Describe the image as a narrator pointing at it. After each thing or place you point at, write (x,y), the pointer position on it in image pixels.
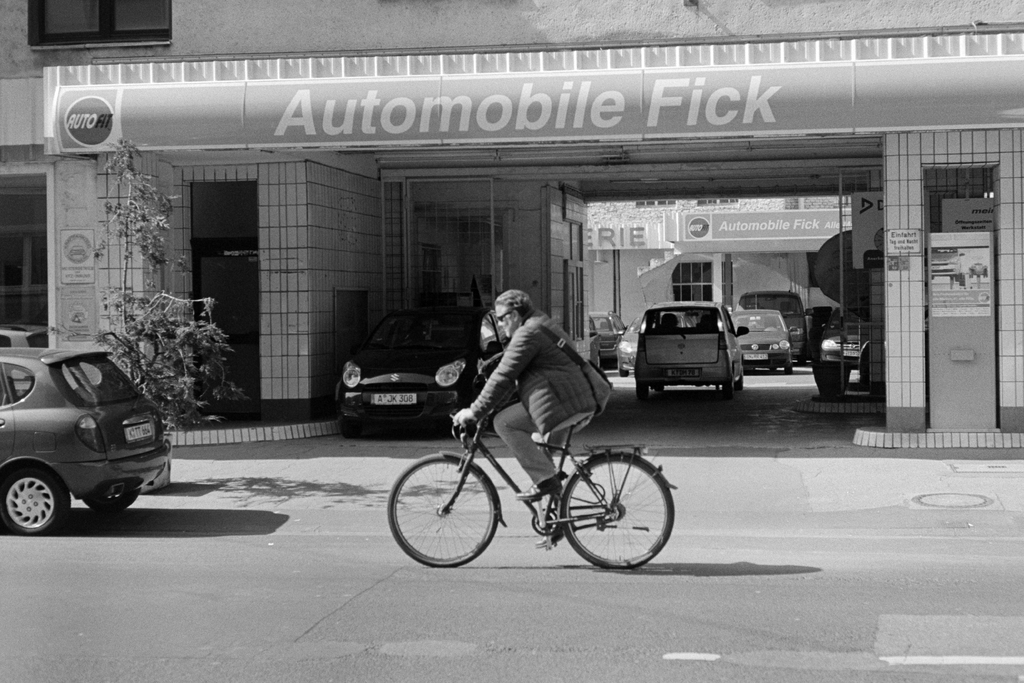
In this picture we can see a man (521,448) is riding a bicycle (502,517) on the road (368,610) and also we can find couple of cars (145,409), plants (198,323) and buildings (778,162).
